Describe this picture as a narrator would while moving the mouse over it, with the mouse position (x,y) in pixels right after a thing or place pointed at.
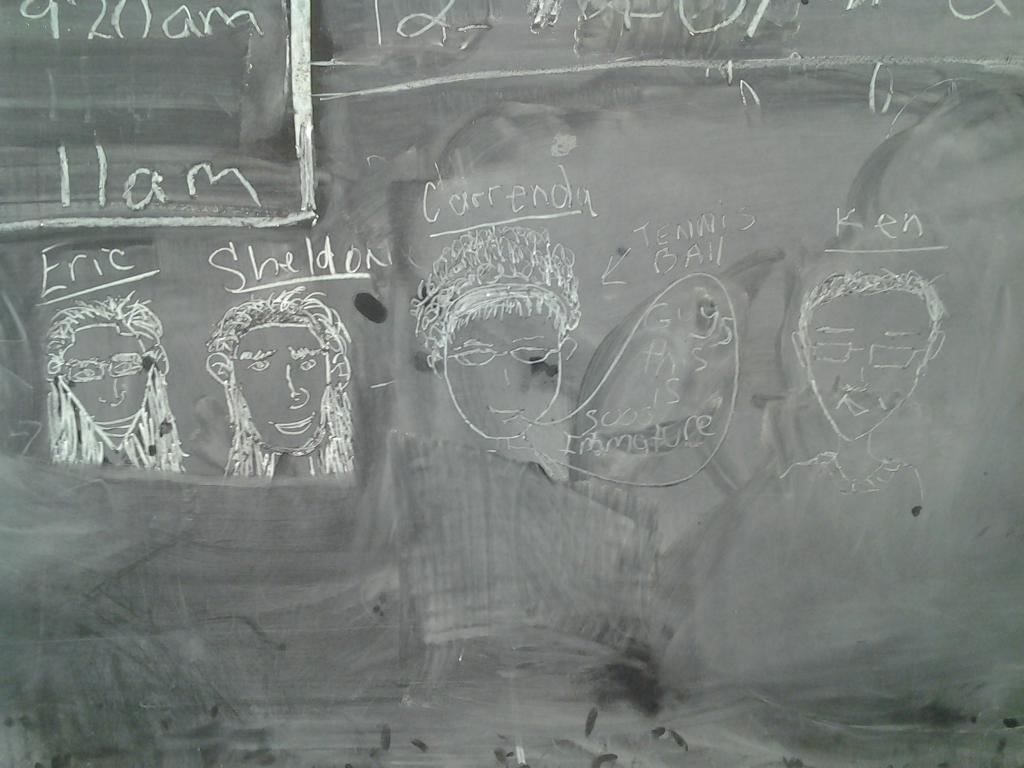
In this image I can see some drawings (470,369) and text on the blackboard (345,526).
